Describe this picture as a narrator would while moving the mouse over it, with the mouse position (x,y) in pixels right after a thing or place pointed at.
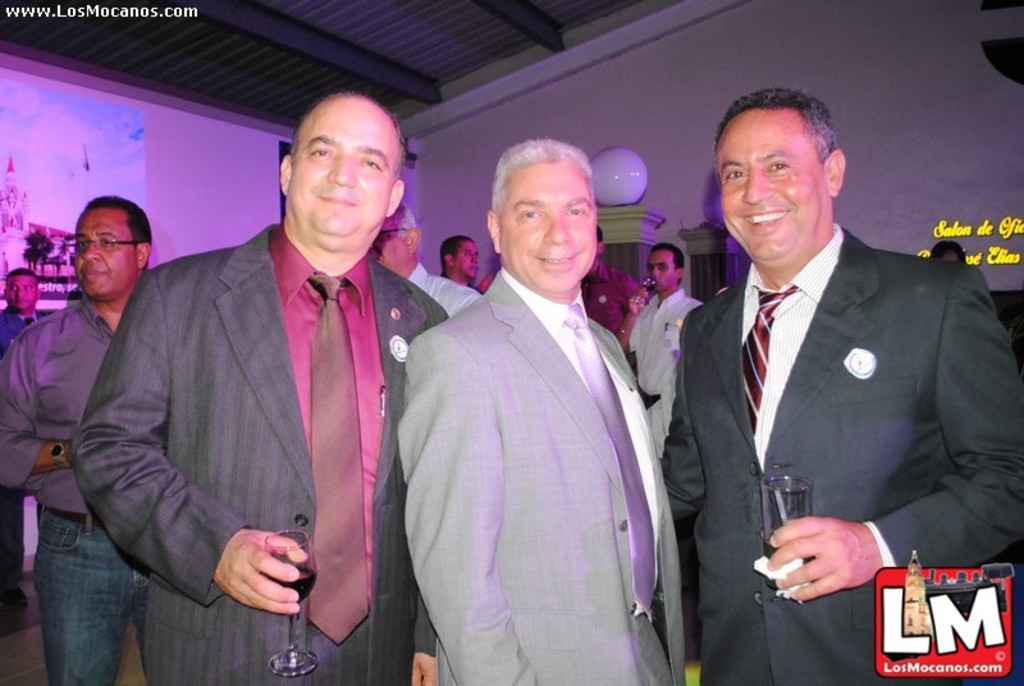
In this image we can see a group of people (675,370) standing. In that some are holding the glasses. On the backside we can see the picture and some text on a wall (201,225), a lamp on a pillar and a roof (364,74).
